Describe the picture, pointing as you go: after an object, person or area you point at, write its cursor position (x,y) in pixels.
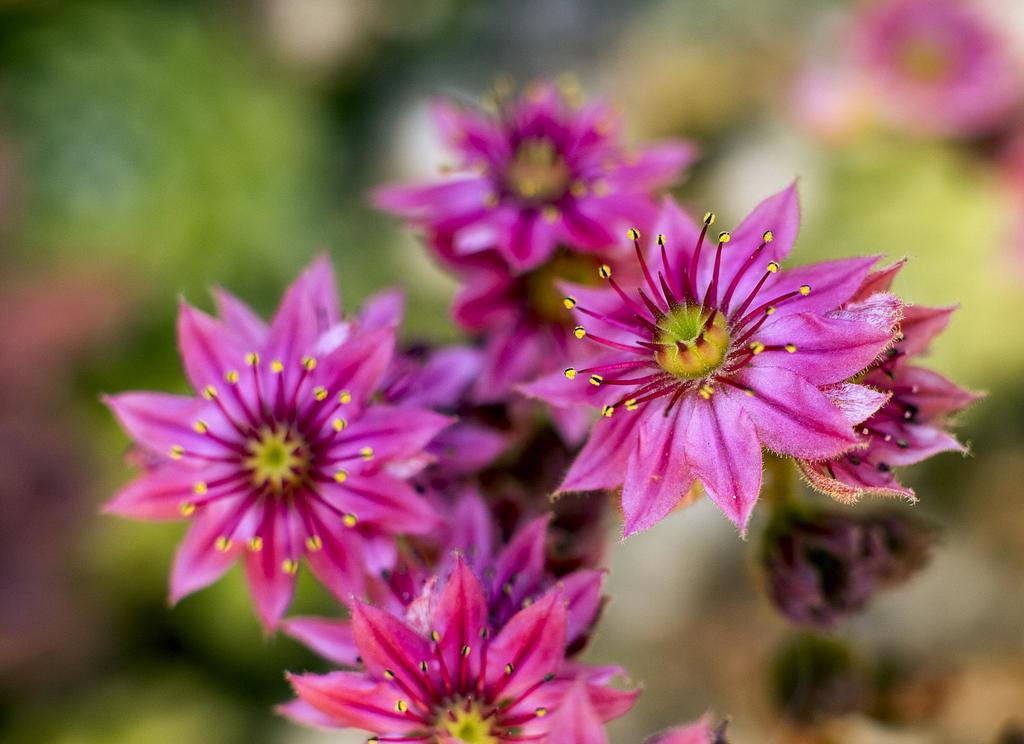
Here we can see pink color flowers (444,531). In the background (85,273) the image is blur.
